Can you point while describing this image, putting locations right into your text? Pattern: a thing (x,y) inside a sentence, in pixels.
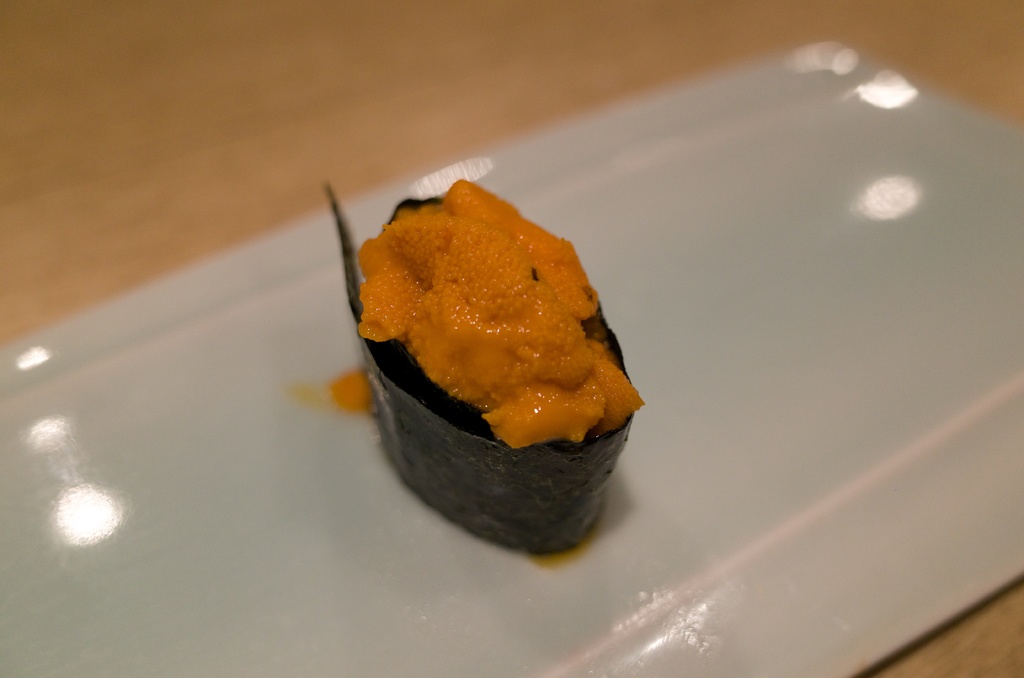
In this image there is a food item (426,374) on the white color plate (1003,477), on the wooden board (1014,595).
